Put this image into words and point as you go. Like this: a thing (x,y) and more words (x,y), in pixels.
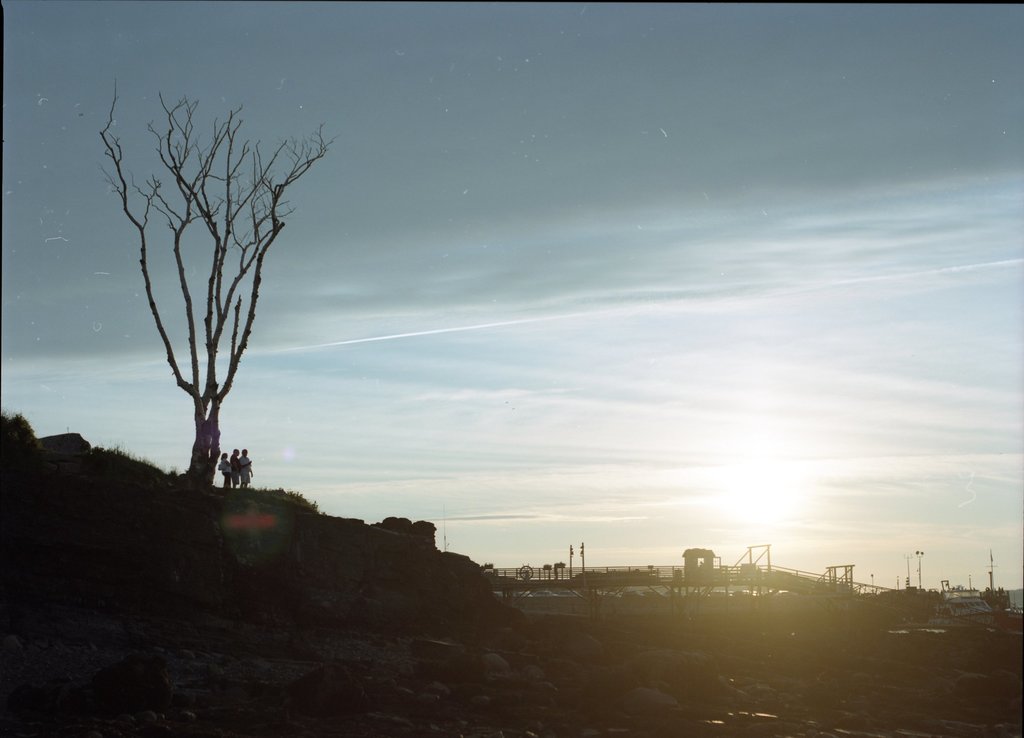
In this image there are rocks (297,628) and there are three people (223,464) standing, beside them there is a dried tree (216,461), in front of them there is a metal bridge structure (647,573) with poles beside it and there are trees (903,592), at the top of the image (830,229) there is sun (757,507) and clouds (664,359) in the sky (763,396).
